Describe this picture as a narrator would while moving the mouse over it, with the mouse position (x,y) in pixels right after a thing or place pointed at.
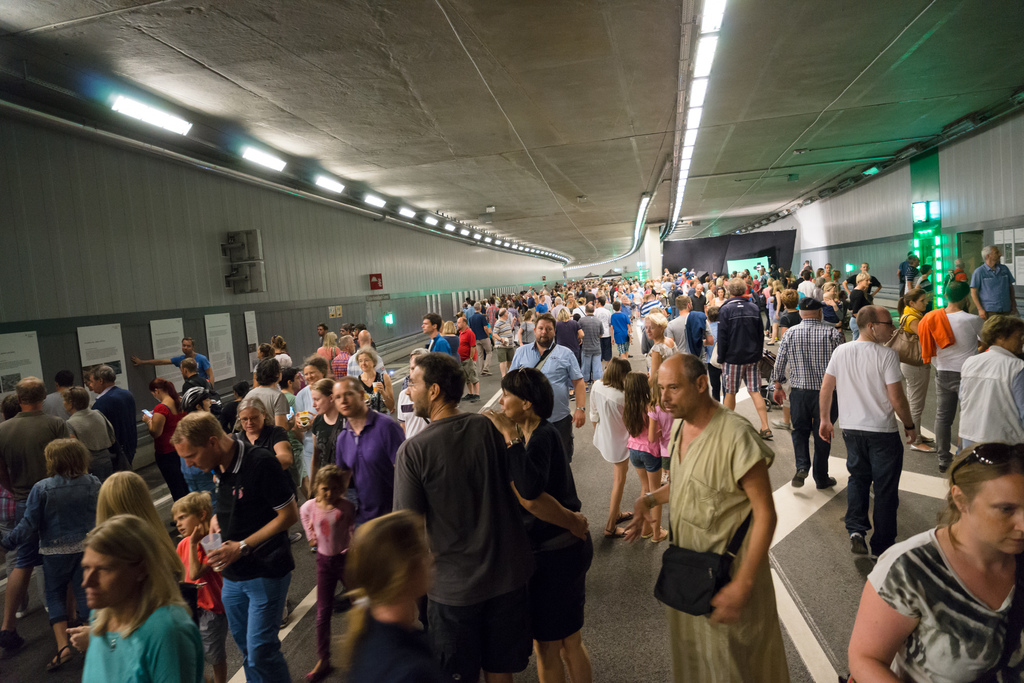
In the image there is a crowd (736,419) standing on the floor (756,420) and on the left side (110,307) there is a wall (66,311) and there are some posters (180,346) on the wall (292,311), on the right side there is a door (965,242) in between the wall (842,222).
